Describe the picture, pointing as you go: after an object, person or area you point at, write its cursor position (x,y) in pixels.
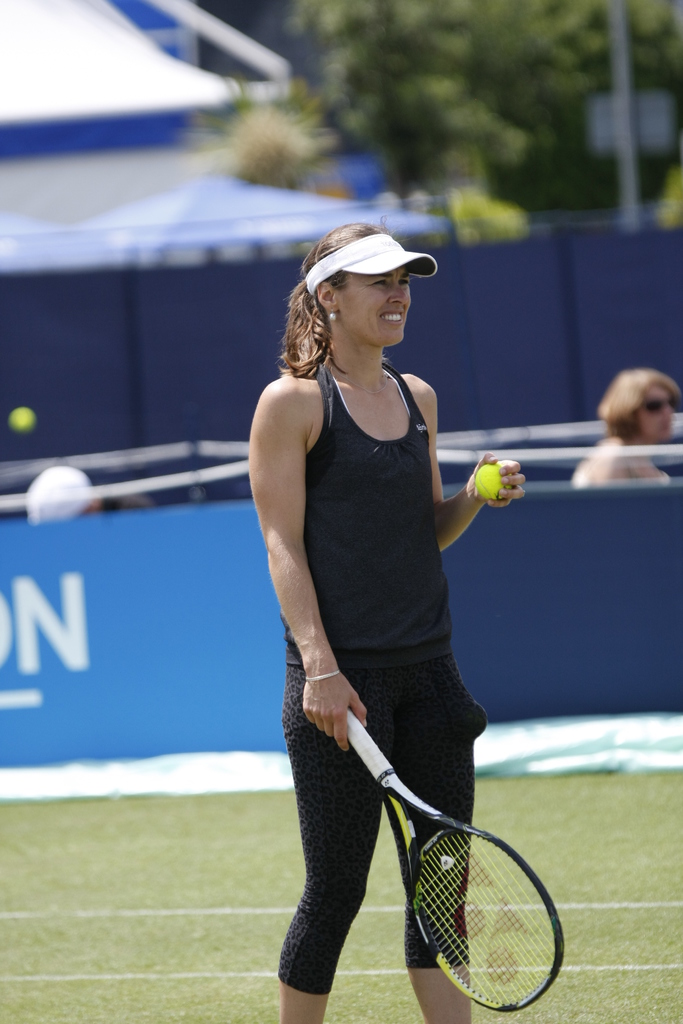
This picture shows a woman (374,686) holding a tennis racket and a tennis ball (491,498) in her hands (490,505) and we see a couple of people (613,458) seated on a back.
